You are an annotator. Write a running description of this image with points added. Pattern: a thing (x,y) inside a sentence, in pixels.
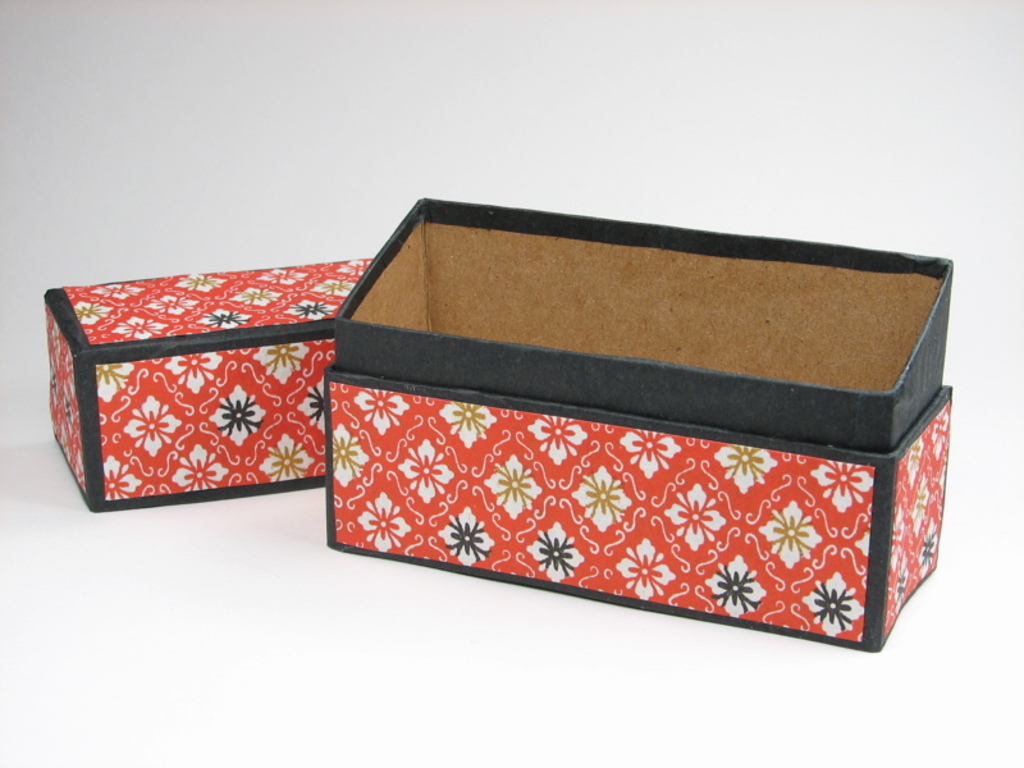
In this picture I can see few cardboard boxes (457,429) and I can see white color background (195,127).
